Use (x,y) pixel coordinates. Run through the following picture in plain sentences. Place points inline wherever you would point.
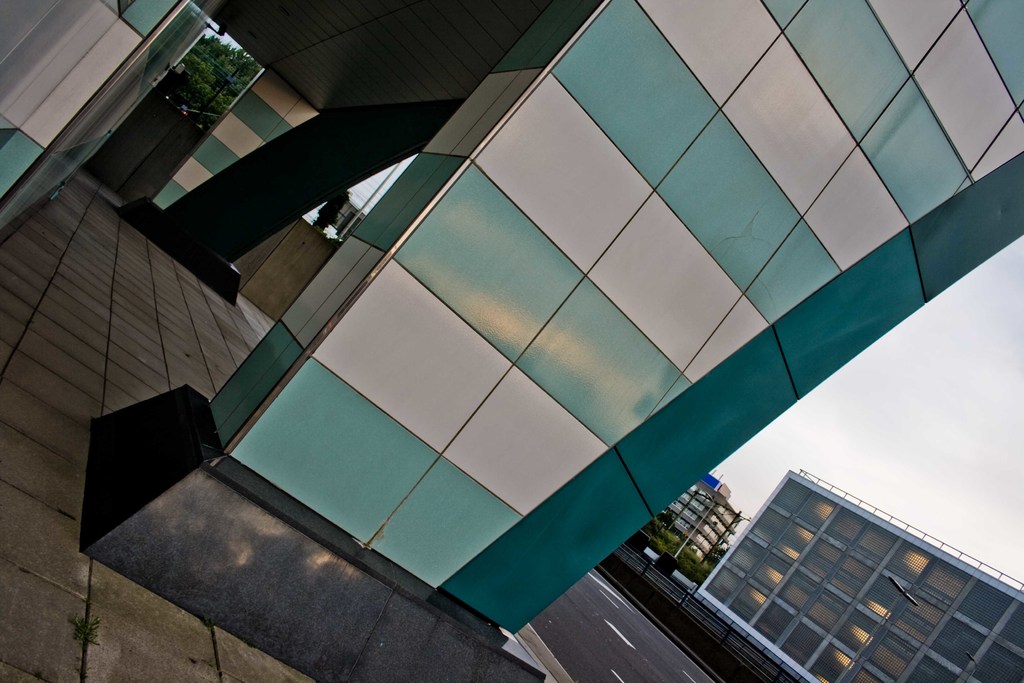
In this image I can see the glass building (575,393). In the background (684,565) I can see few trees (699,555) in green color. I can also see few buildings (840,594) and the sky (900,428) is in white color.
